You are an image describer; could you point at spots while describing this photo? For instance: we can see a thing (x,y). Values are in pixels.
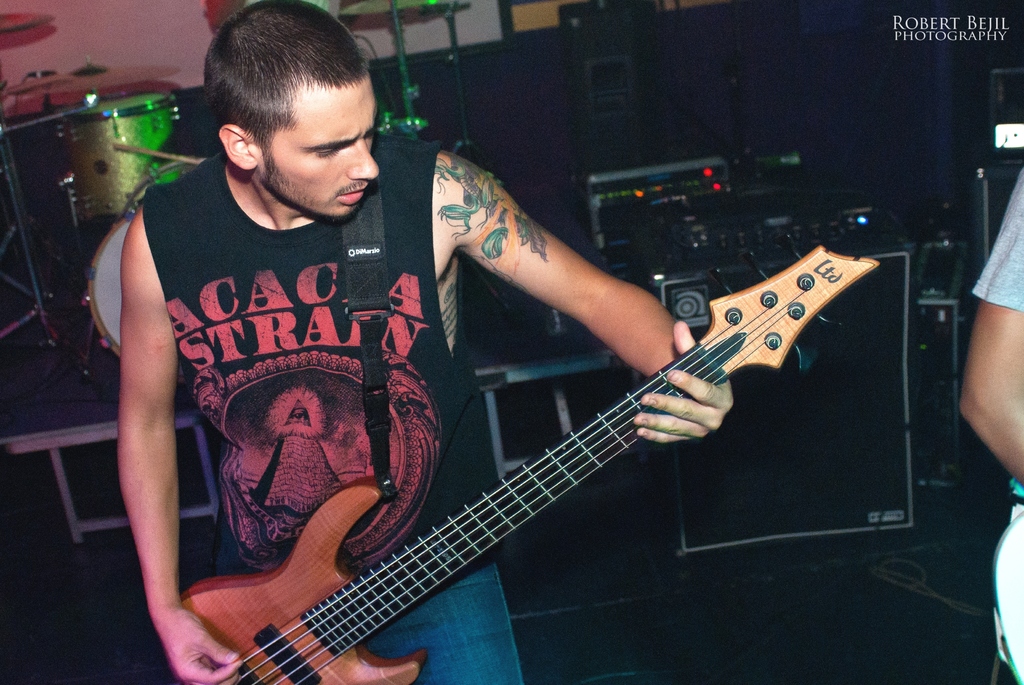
In this image we can see a man (322,492) holding a guitar (422,549) in his hands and playing it. In the background (84,118) we can see drums (96,145) and speakers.
